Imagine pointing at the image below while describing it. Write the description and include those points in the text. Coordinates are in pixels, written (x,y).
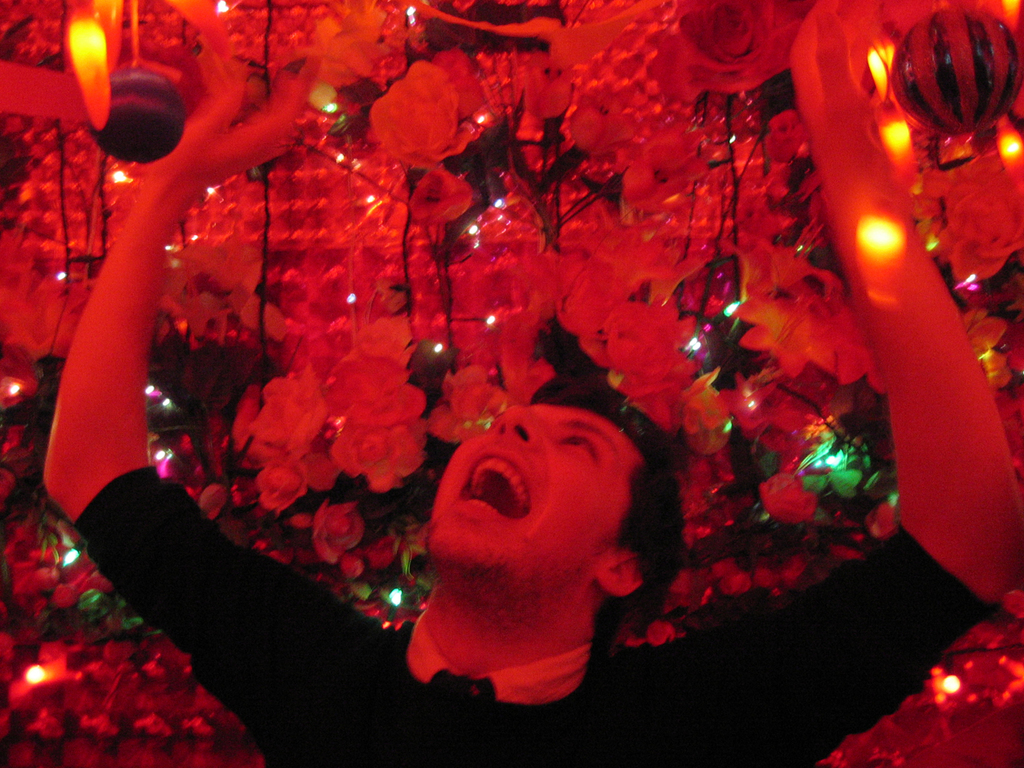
In this image we can see a person (570,623). There are many artificial flowers (515,356) and plants (850,476) in the image. There are few lights (82,4) in the image.
